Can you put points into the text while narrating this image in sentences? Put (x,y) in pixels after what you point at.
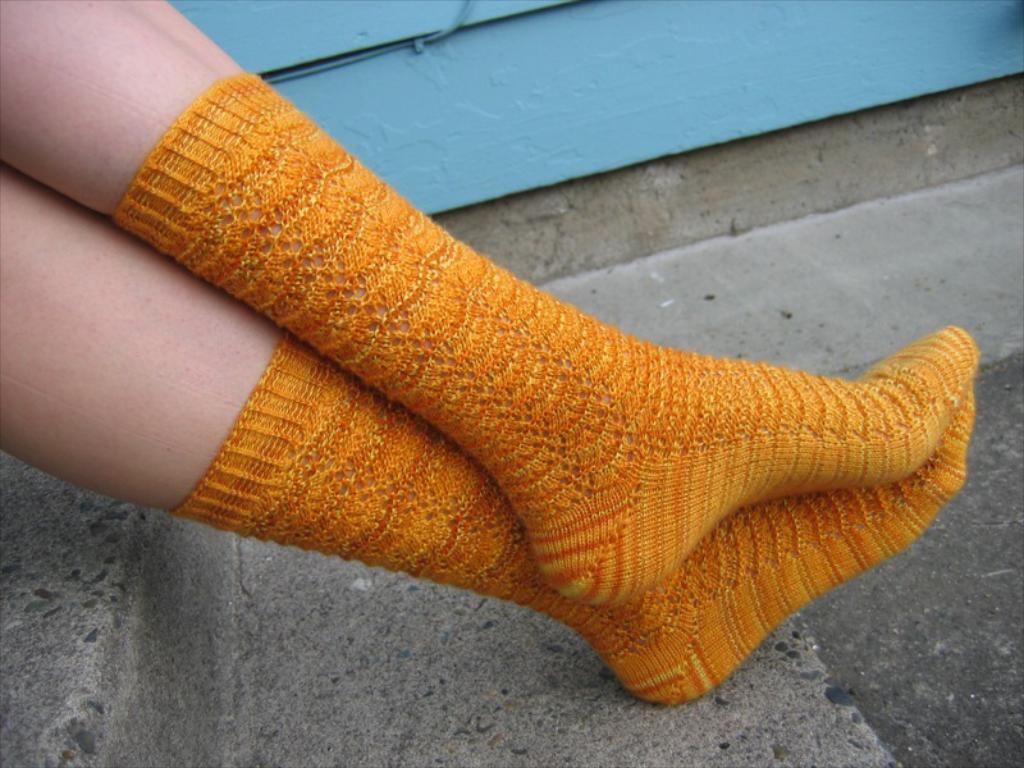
In this image, we can see a person (365,415) wearing socks (499,523) and there is a wall (464,89). At the bottom (307,679), there is a road (325,677).
